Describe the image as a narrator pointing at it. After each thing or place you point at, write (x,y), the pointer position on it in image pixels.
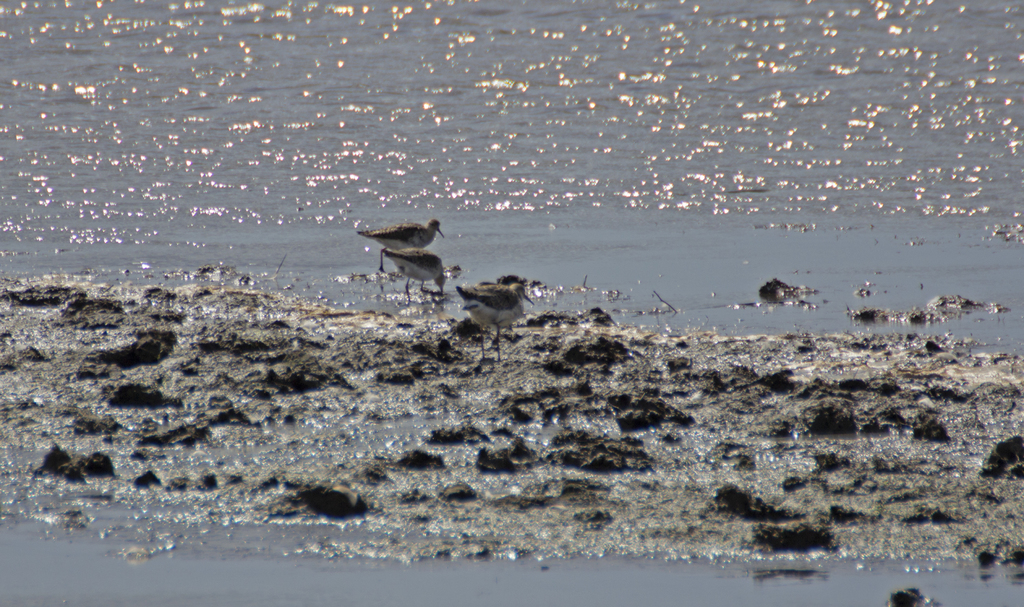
This picture shows few birds (469,287) in the mud (397,367) and we see water (612,133).
